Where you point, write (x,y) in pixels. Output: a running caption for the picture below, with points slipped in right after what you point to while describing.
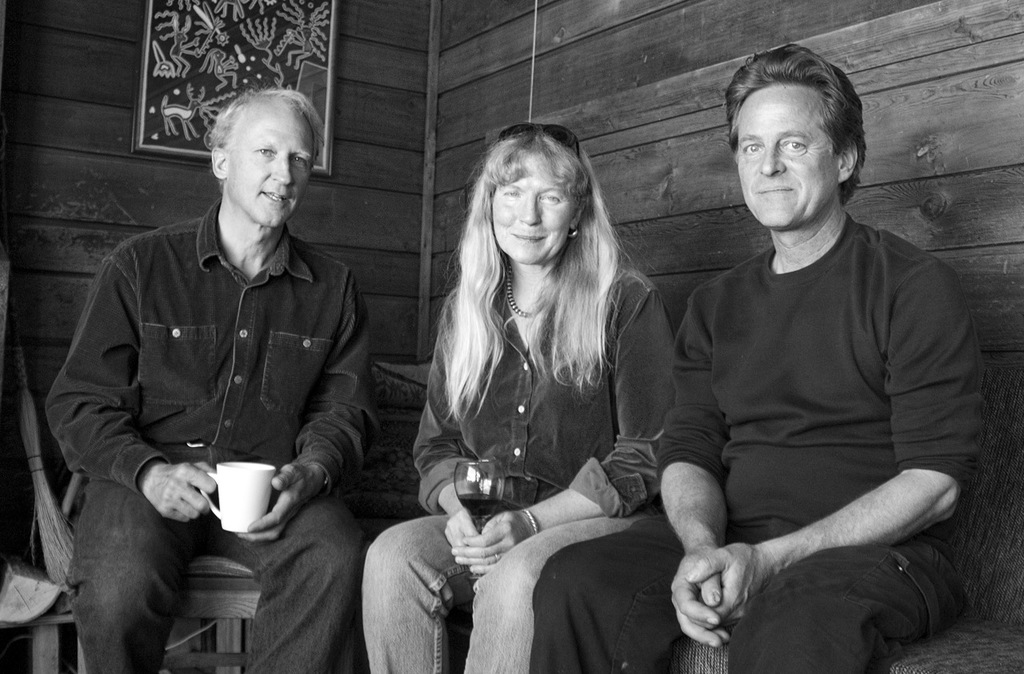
This is a black and white picture. Here we can see two men (886,253) and a woman (657,420) sitting on a bench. Woman (583,419) is holding a wine glass (477,504) in her hand (457,514) and a man (276,491) is holding a cup (242,515). On the background (862,22) we can see a wooden wall (526,32) and a frame (280,64) on it. At the left side of the picture (60,564) we can see a broomstick (34,459) on a bench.
